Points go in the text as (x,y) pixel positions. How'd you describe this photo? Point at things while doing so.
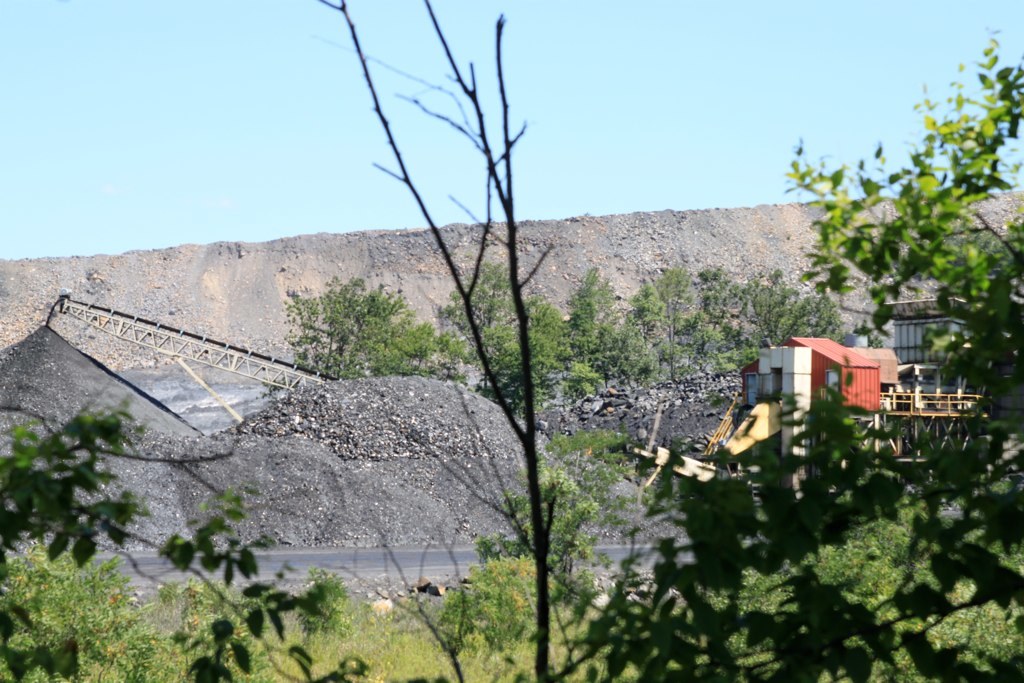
In this image there are trees (41,617) on the left corner (58,611). There are trees (977,539) and it looks like a building (820,379), there are wooden objects (876,443) on the right corner (914,402). There are trees (635,310), it looks like sand (247,300) and stones (357,453), there is a conveyor (235,365) in the background (369,402). And there is sky (409,198) at the top (716,95).
